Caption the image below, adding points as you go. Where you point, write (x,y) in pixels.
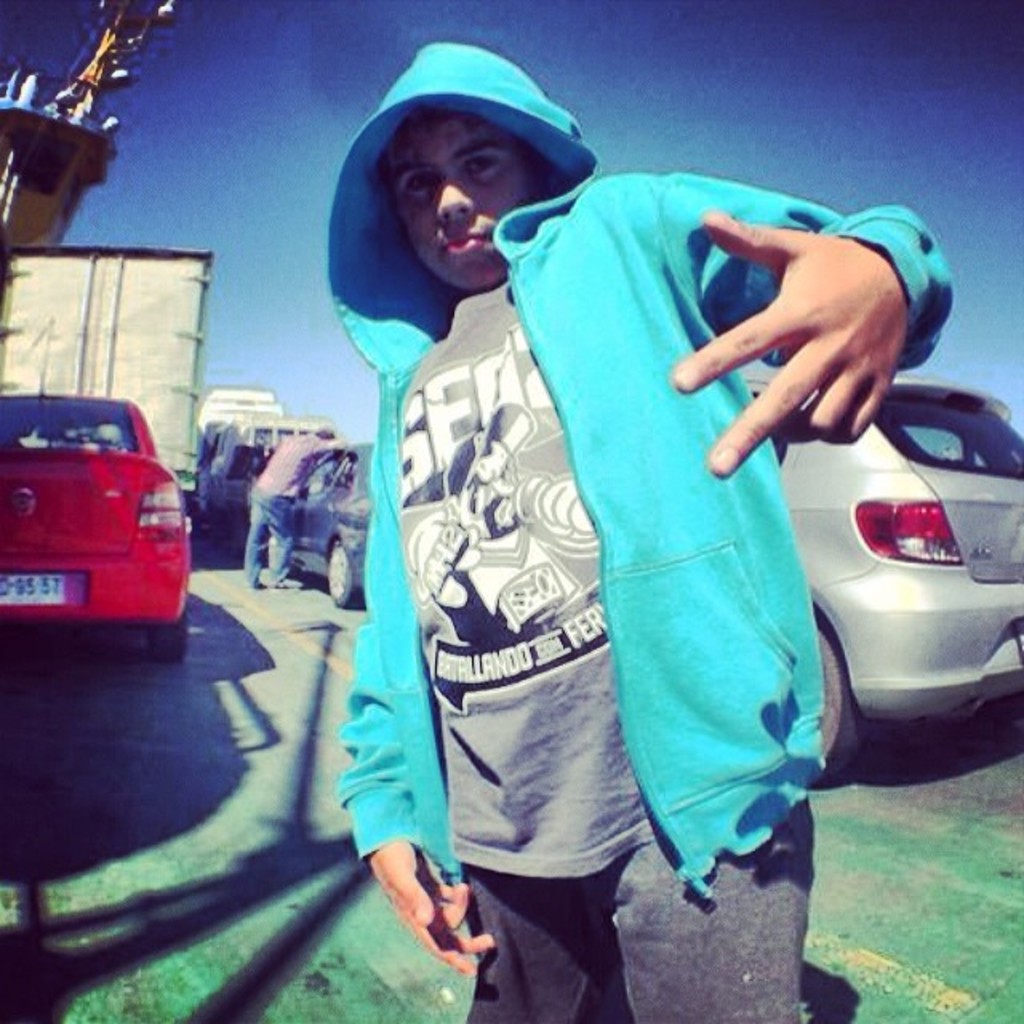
In this picture there is a man (570,174) standing in the foreground (711,593). At the back (11,462) there are vehicles (885,572) on the road (191,674) and there is a man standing on the road (181,715). At the top (254,70) there is sky (220,73). At the bottom (345,842) there is a road (345,842).
